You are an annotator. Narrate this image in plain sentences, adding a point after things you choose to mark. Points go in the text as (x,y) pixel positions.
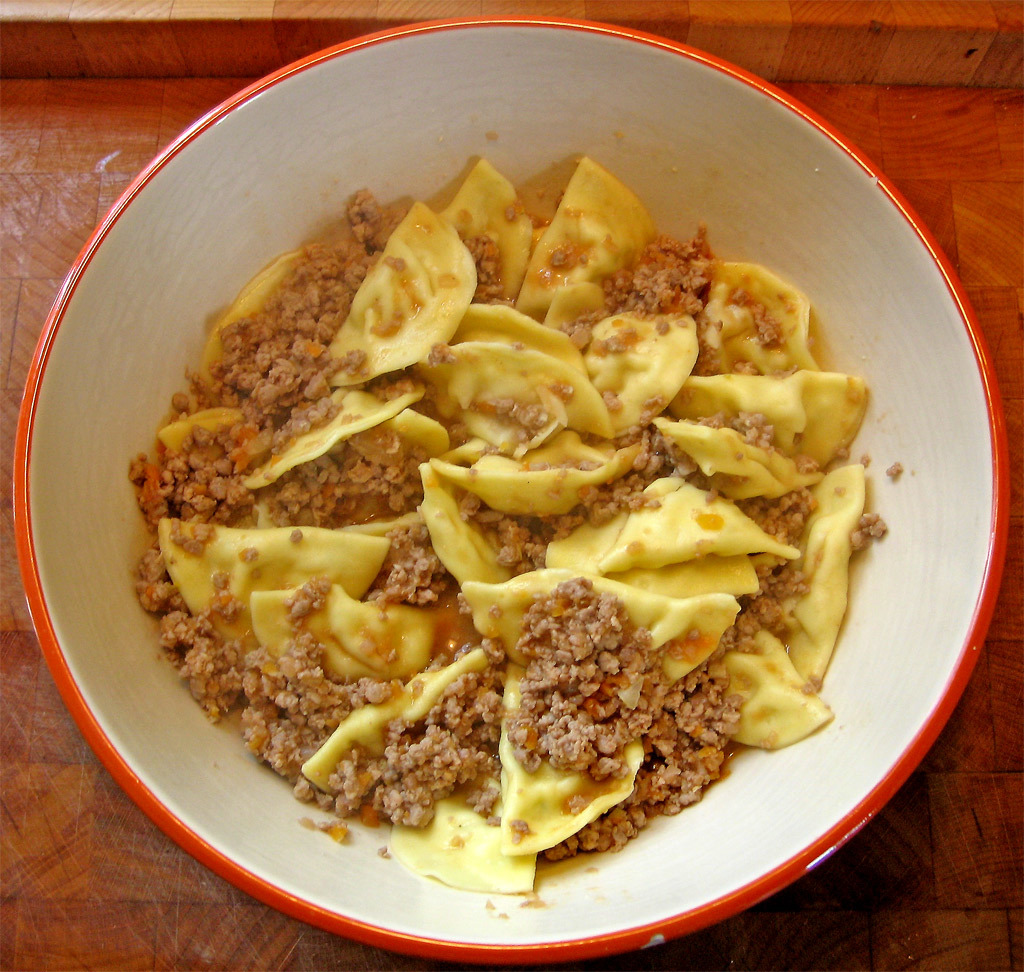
In this picture we can see a bowl (892,539), there is some food (638,543) present in this bowl (956,410), at the bottom (59,823) there is wooden surface (143,843).
